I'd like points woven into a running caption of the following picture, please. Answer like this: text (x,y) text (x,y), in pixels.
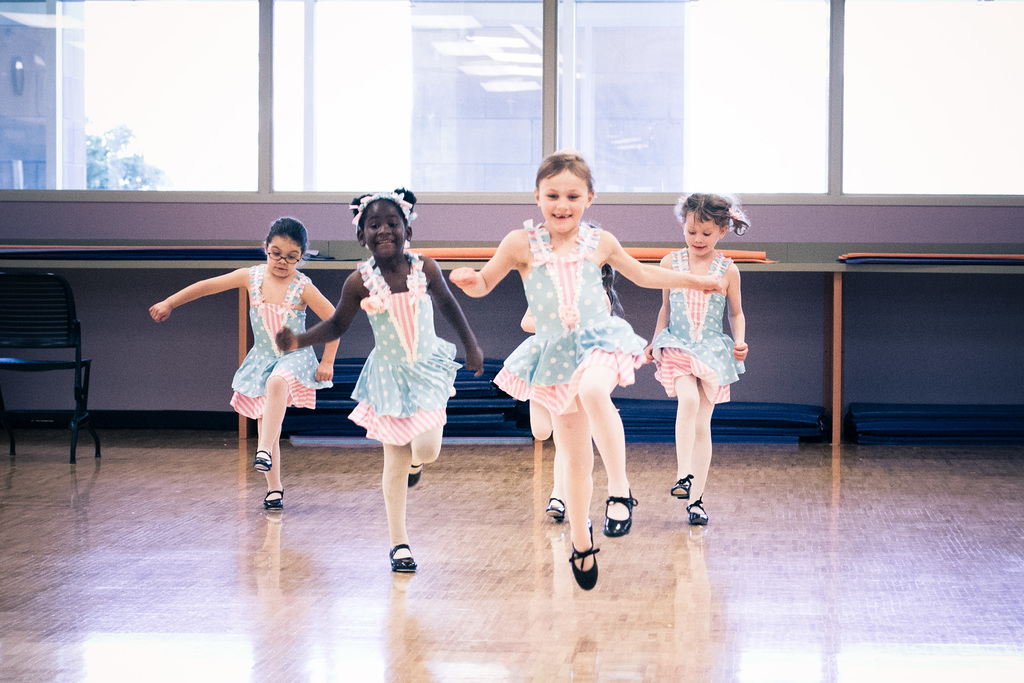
In this picture I can observe four girls (667,340) dancing on the floor (554,540) in the middle of the picture (573,379). On the left side (10,304) I can observe chair (36,311). In the background (96,73) there are glass windows (466,118).
